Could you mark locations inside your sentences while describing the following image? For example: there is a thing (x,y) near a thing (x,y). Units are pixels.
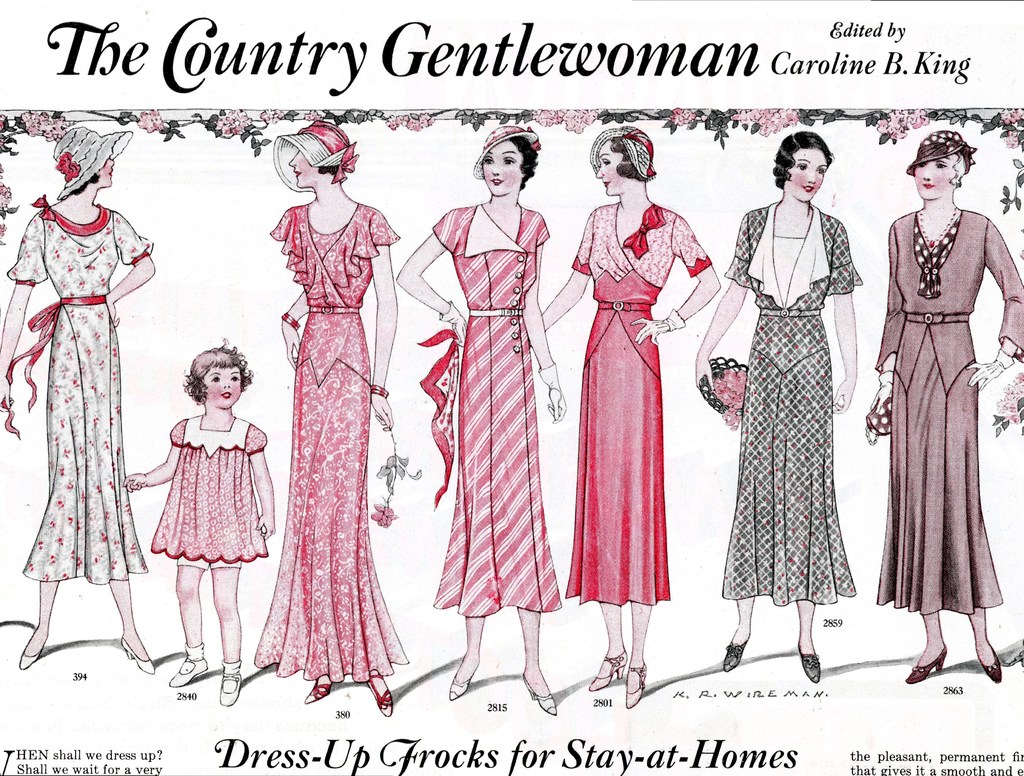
In this image, we can see a photo (289,18), in that photo (428,650), we can see some women (958,508) standing, there is some text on the photo (77,465).
